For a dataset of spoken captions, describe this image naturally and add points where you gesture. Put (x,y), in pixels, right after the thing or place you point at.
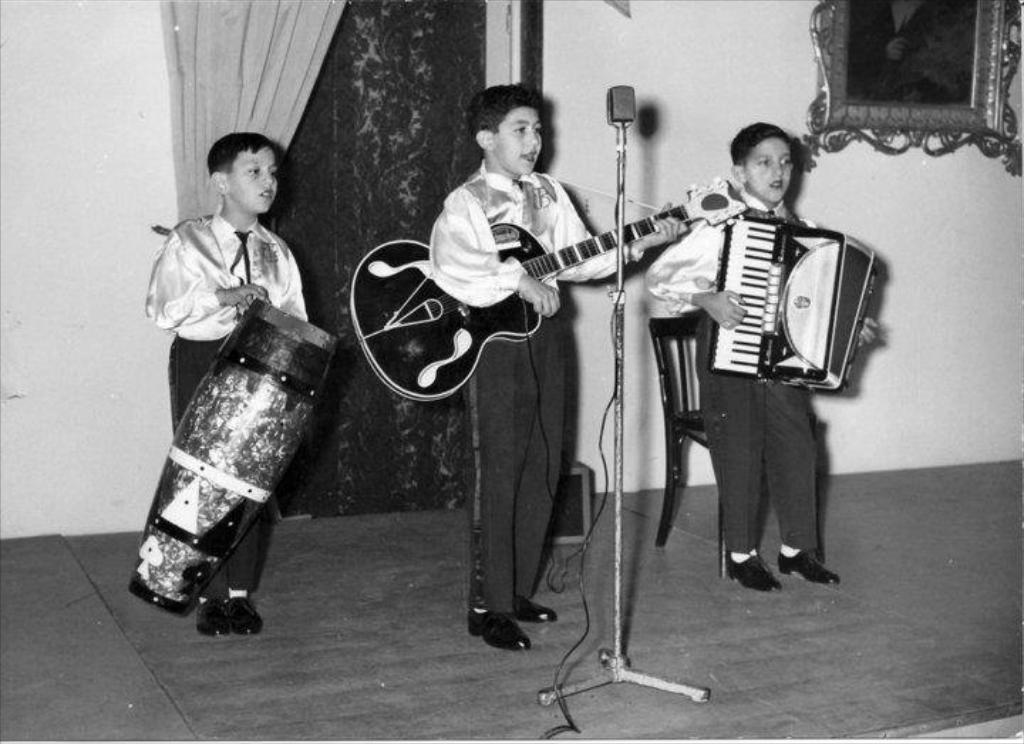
This is a black and white picture. In the background (400,30) we can see the wall (93,65), curtain (260,72), chair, frame (840,72). In this picture we can see the boys (212,275) standing and playing musical instruments (627,227). We can see a stand (621,506), microphone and few objects (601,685). At the bottom portion of the picture (352,669) we can see the floor (647,671).
